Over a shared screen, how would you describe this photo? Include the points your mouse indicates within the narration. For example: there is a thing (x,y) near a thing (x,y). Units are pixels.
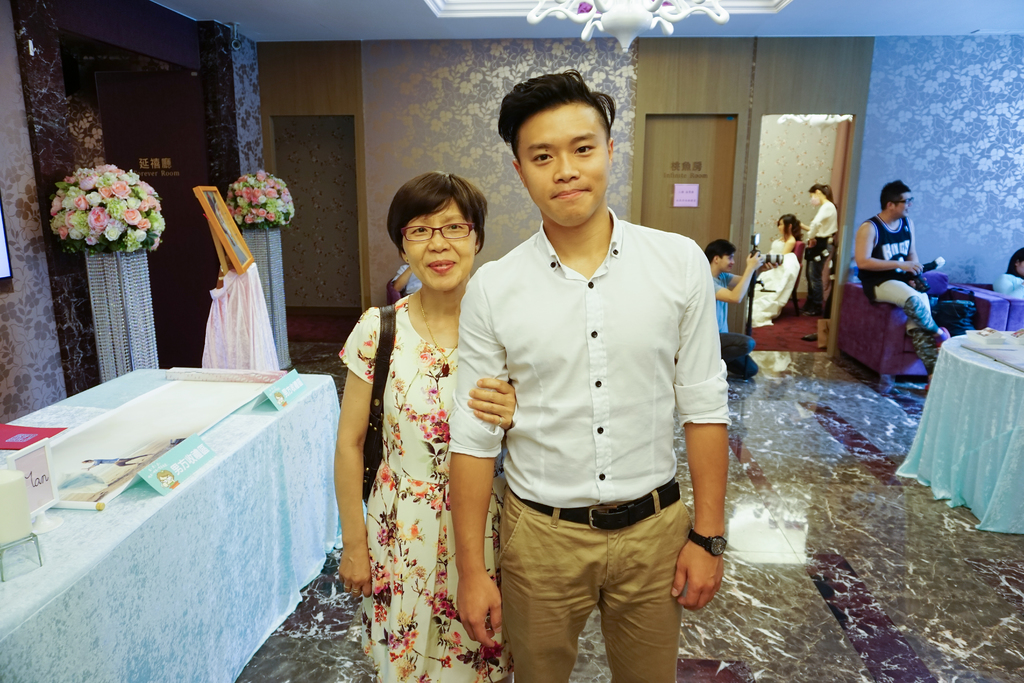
In this image, I can see three persons (698,347) standing and three persons (761,274) sitting on the chairs (873,342). On the right side of the image (978,361), there is a table (961,352) covered with a cloth (979,362). At the top of the image (622,34), I can see a ceiling light (630,9). On the left side of the image (197,474), there is another with objects (99,468) on it and I can see flower bouquets (151,242) on the pillars (132,272). In the background (419,161), there is a wall (432,110), room (795,148) and I can see a person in squat position and holding a camera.
